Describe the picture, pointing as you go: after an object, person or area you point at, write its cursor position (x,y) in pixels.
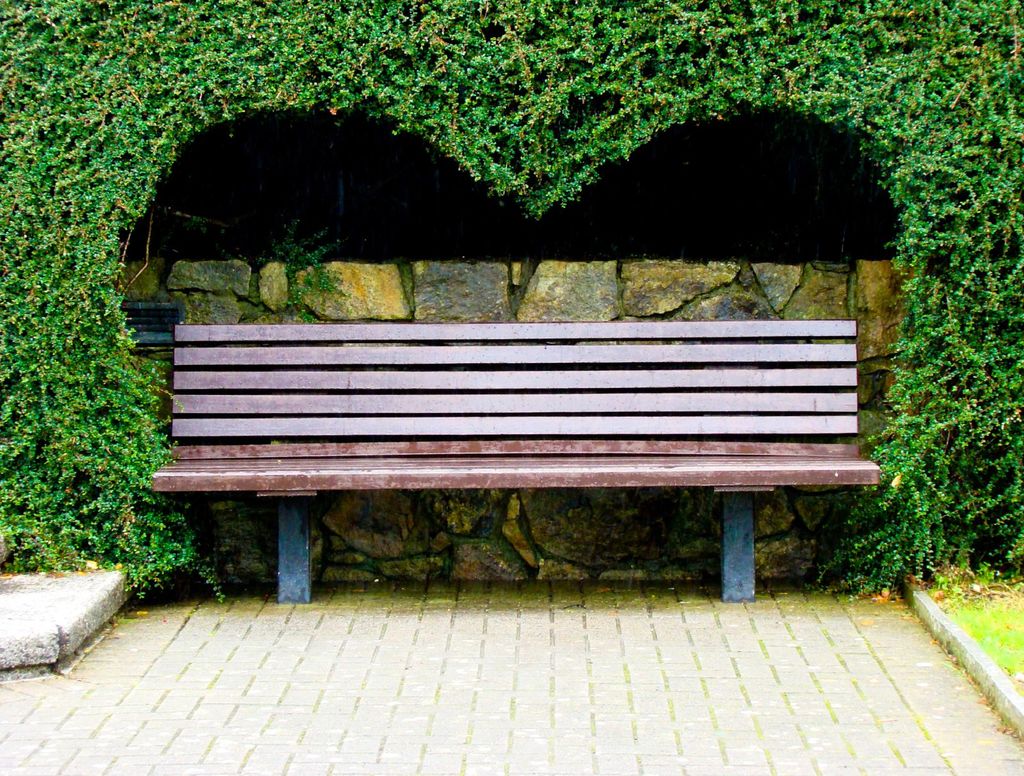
In this picture we can see a bench (295,526) on the floor (536,717). In the background (707,272) we can see the grass (582,101) and the wall (528,300).
